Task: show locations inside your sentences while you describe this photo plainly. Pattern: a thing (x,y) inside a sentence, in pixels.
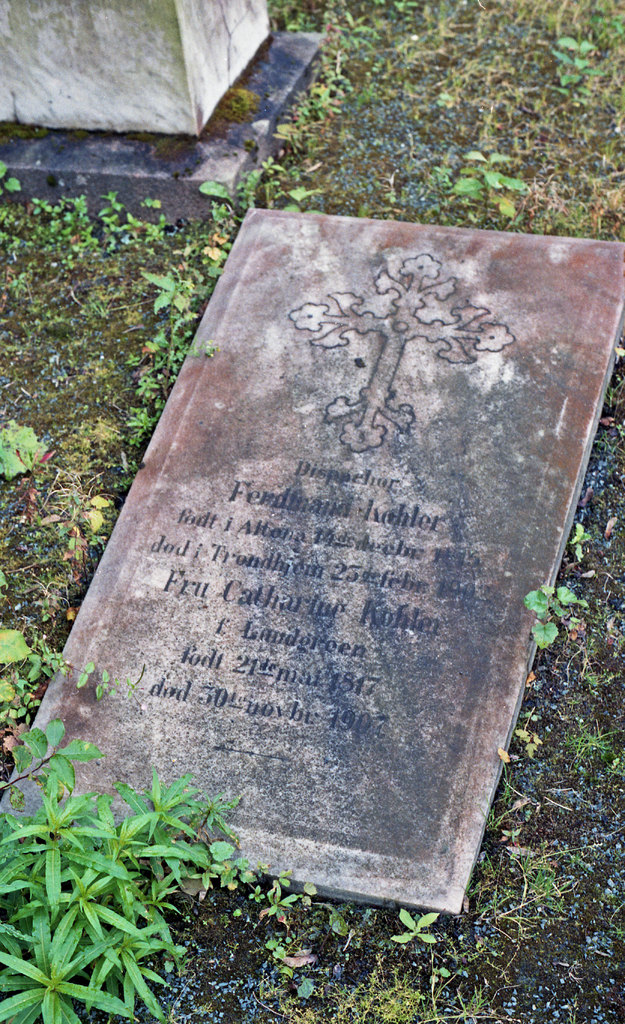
In this picture there is a headstone (265,575) which has something written on it and there is an object (210,117) in the left top corner (189,105) and there are few plants (117,891) on the ground (513,914).
